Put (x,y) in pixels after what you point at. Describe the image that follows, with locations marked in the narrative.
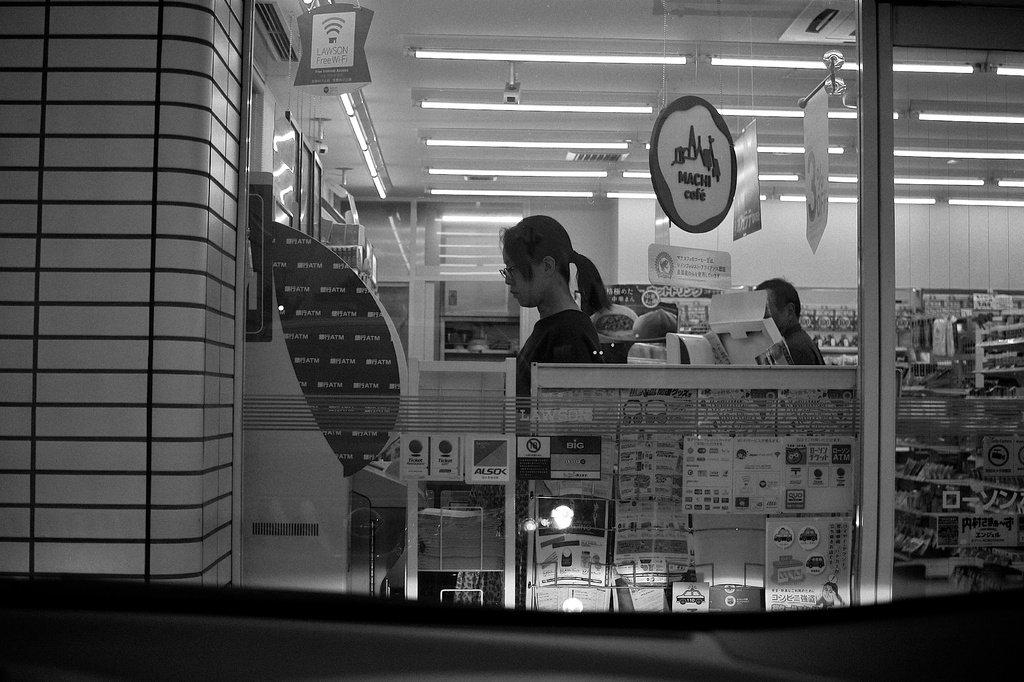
In the foreground of this picture (1011,523) we can see some objects (953,553) and we can see the text (710,444) on the posters (789,506). In the center (543,317) we can see the two people (787,317) seems to be standing on the ground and we can see the cabinets (911,416) containing many number of objects (1000,331). At the top (592,89) there is a roof (592,89) and the lights (946,113) and we can see the cameras (515,93). In the background (832,244) we can see the wall (831,242) and we can see the glass objects (719,430) and we can see many other objects (918,334) in the background (933,326).
